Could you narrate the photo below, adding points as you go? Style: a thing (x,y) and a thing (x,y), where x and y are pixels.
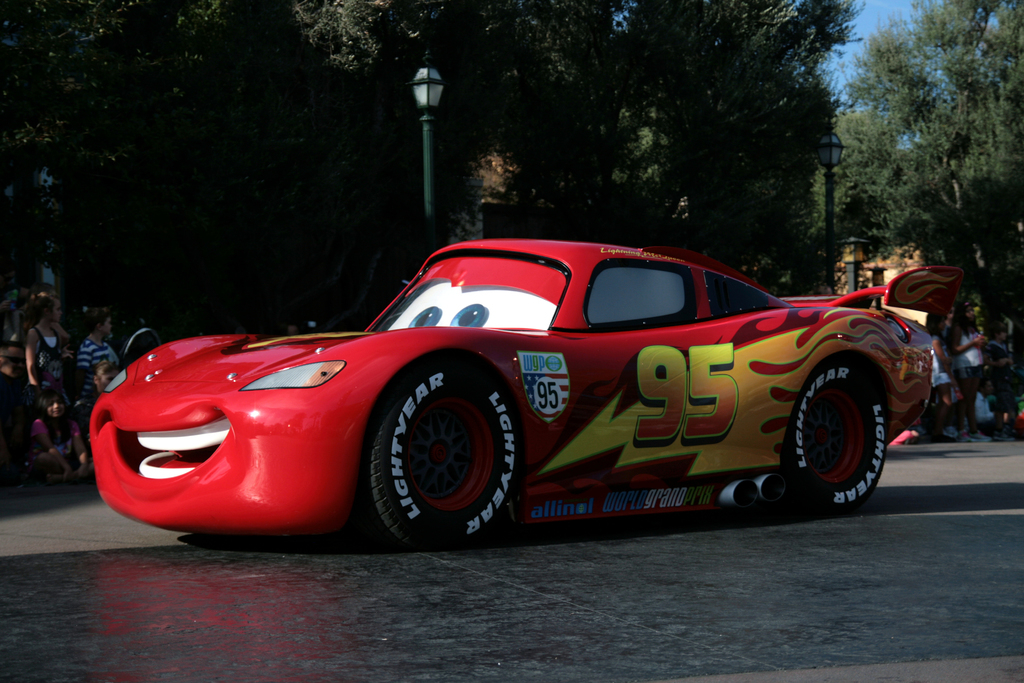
In the foreground of the picture (526,338) there is a car (526,338). In the center of the picture (357,304) there are people (963,321), trees (626,125) and a street light (432,150). It is a sunny day.
